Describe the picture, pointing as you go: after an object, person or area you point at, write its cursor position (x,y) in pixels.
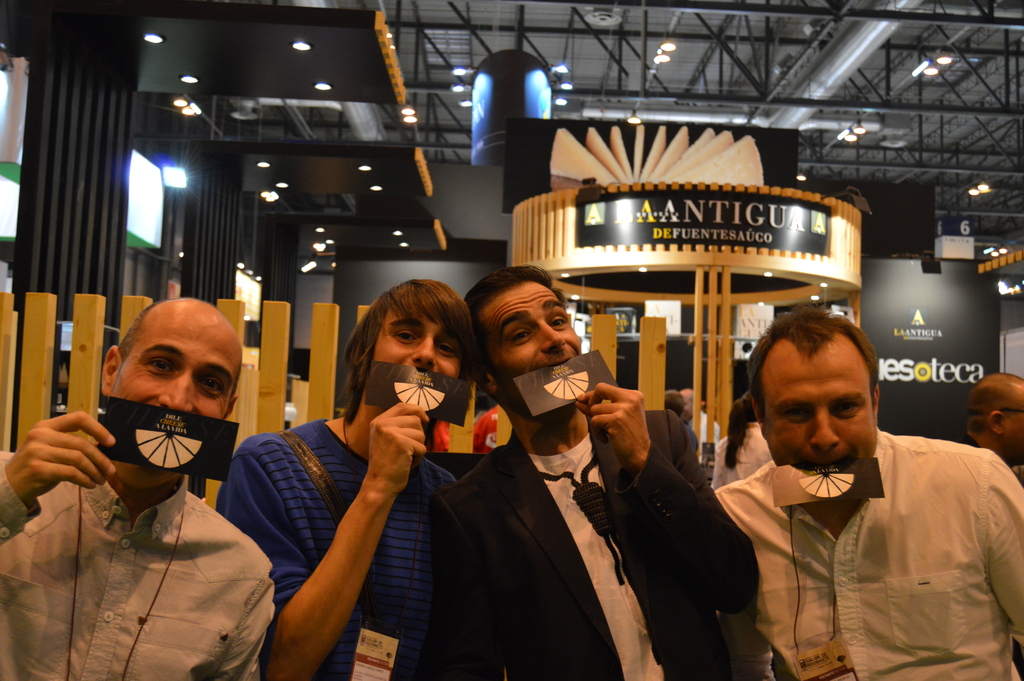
In this image I can see four persons (986,538) standing holding a card (124,420) which is in white and black color. Background (267,363) I can see wooden railing (277,306) and few lights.
